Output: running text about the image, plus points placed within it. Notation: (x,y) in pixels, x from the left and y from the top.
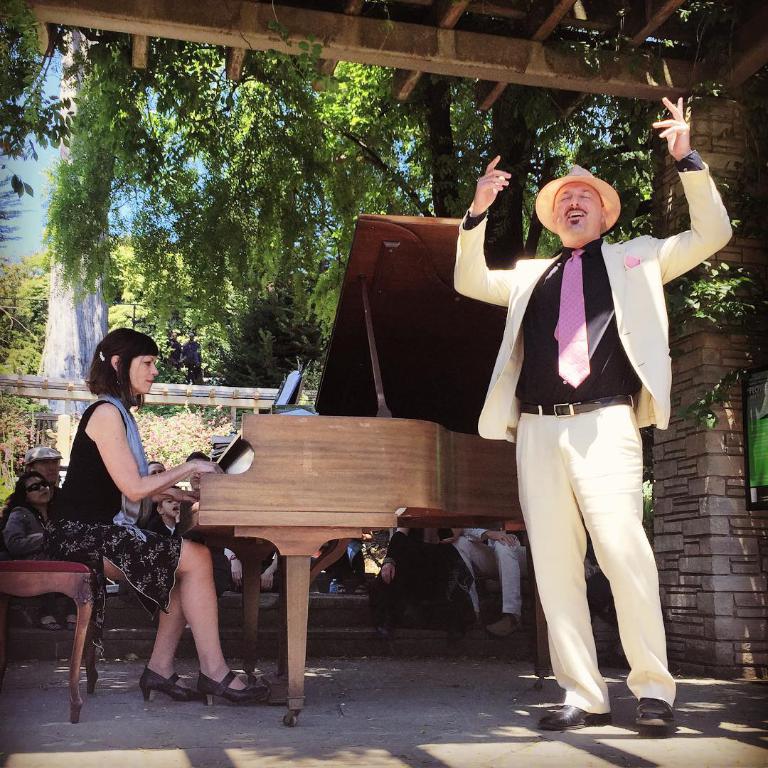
In this image a lady (137,466) is playing a musical instrument (420,516) and a person (580,363) is standing right side of the image (532,422). There are few people (391,545) are sitting on a floor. There are many trees (146,217) in the image.
